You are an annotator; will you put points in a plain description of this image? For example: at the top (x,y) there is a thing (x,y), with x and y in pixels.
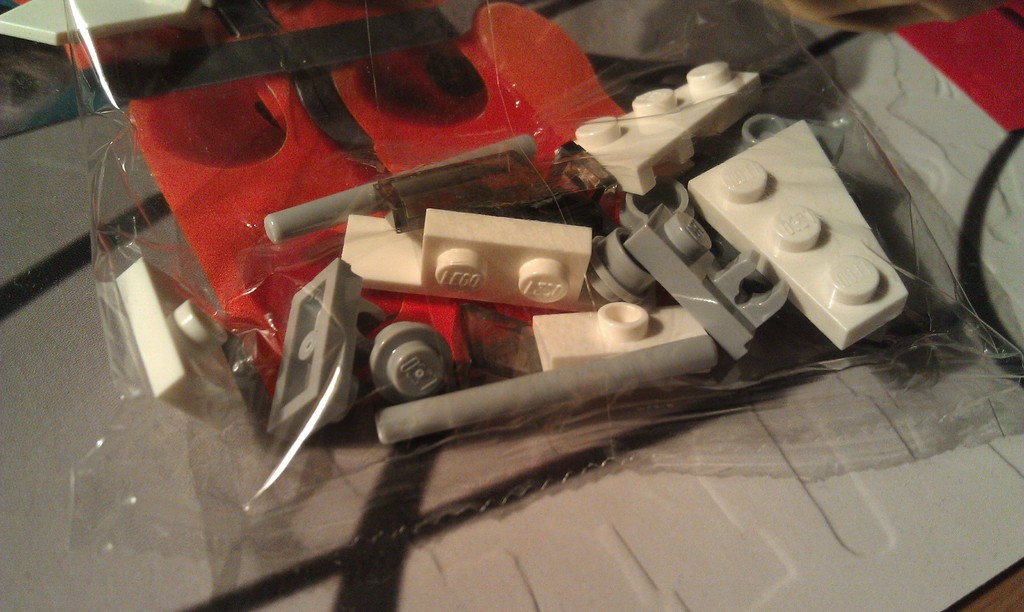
In this picture there are building blocks (18,30) in the cover (385,127). At the bottom (791,577) there are objects (858,505) and there is a wire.
